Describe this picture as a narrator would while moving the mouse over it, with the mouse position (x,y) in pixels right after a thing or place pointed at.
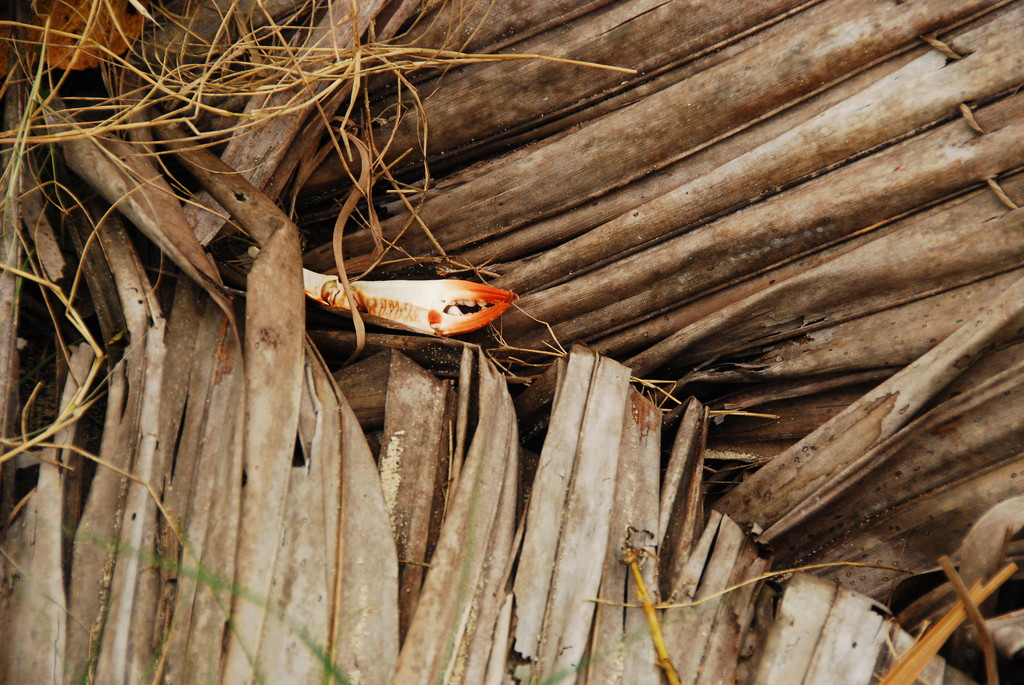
In this image we can see roof (547,443) is made of dry leaves (628,471). In the middle of the image (431,292) one orange and white color thing (415,299) is present.
